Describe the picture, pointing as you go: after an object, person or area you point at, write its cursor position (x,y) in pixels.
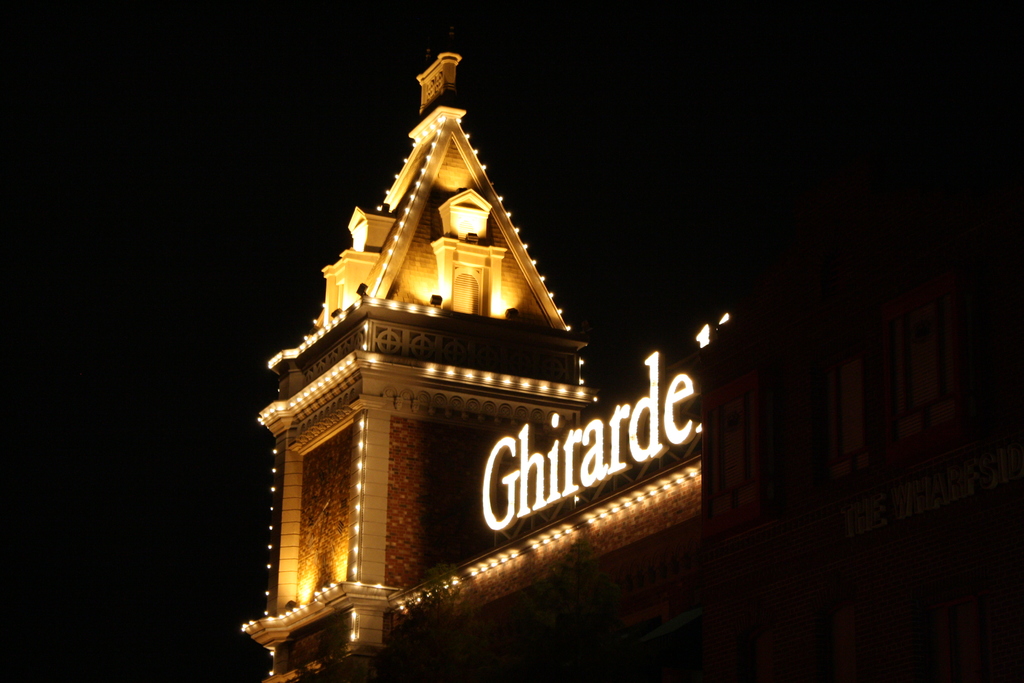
In this image we can see a building (607,568). On the building (642,483) we can see lights (413,597) and text (618,424) with lights (613,433). The background of the image (669,191) is dark.
